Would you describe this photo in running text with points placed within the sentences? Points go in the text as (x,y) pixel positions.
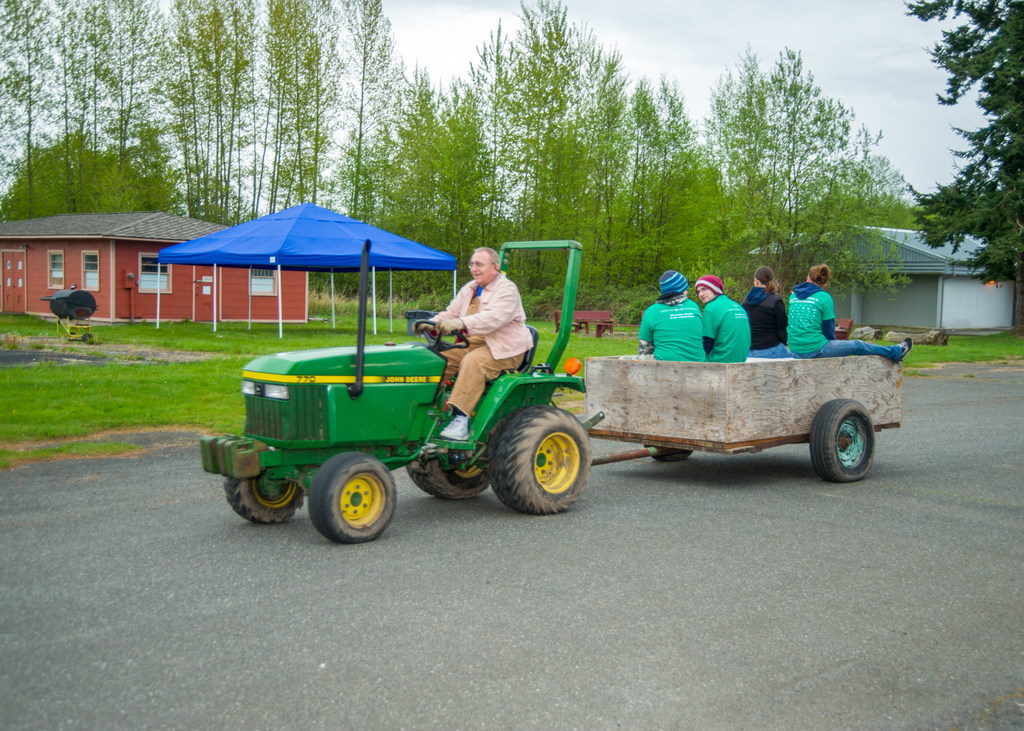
In this picture I can see a man (465,366) driving a tractor (423,345) and few (715,338) are sitting in the trolley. I can see trees (570,154), few houses (951,271), a tent (383,238) and a bench (607,324) on the ground (972,336). I can see tree barks (931,343), grass (995,350) on the ground (962,345) and a cloudy sky (773,41).
